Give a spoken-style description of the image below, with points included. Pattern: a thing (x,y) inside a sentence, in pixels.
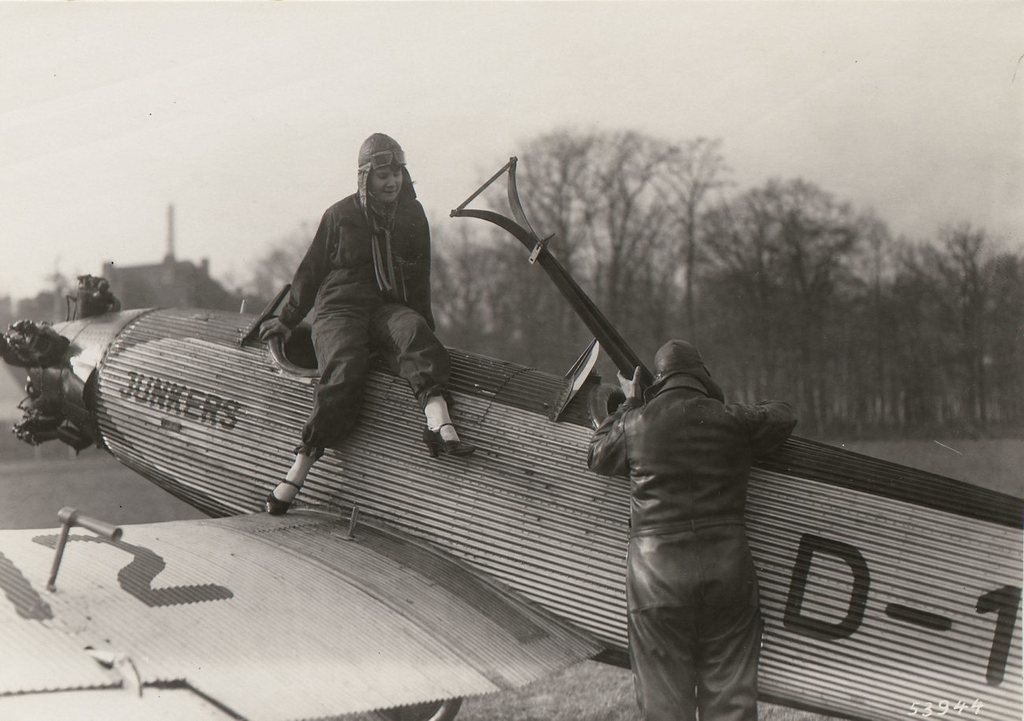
In this image we can see a person (667,460) holding a rod (600,315) in his hand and standing on the ground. One women (299,444) wearing helmet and goggles (380,164) is sitting on the airplane (407,482) placed on the ground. In the background (931,309) we can see group of trees (854,388), building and sky (387,94).
